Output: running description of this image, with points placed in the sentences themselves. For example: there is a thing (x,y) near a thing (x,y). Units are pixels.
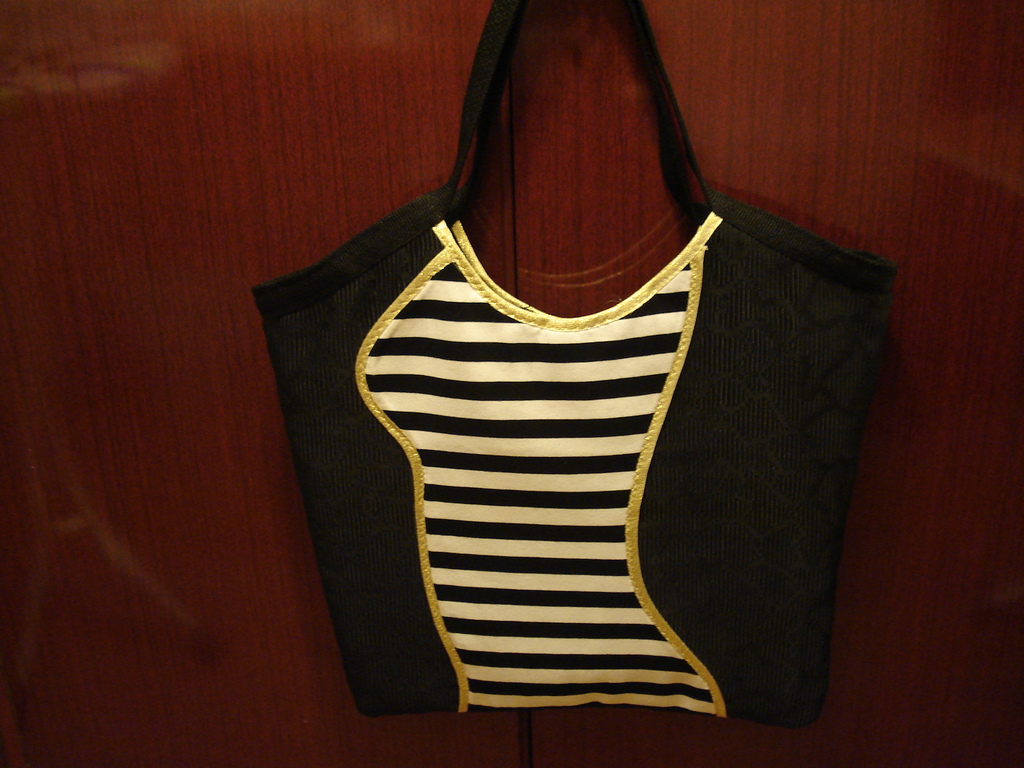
In this picture we can see a bag (659,62) hanged to the wall (530,155) and on bag (434,357) we can see black and white lines (541,431) with some design (544,312).
